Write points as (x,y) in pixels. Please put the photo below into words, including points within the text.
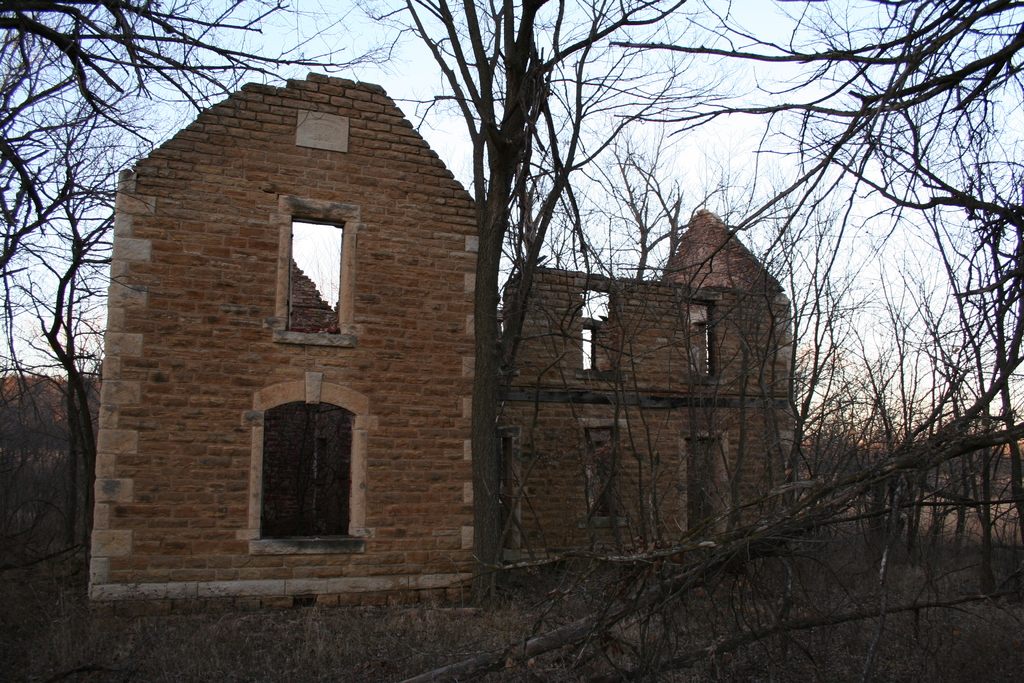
There are many trees (899,534). On the ground (833,550) there is grass (864,649). Also there is a building (449,382) with brick wall (524,445). In the background (392,7) there is sky (711,97).
